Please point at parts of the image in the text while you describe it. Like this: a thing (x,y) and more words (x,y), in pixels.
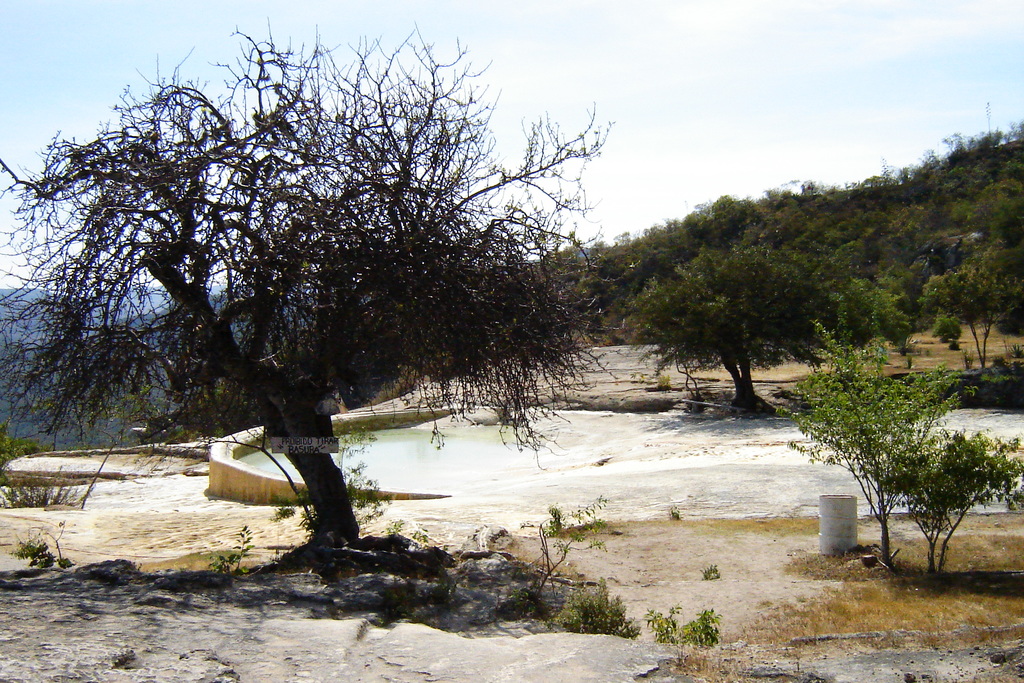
In this image, there are mountains (861,238) and rocky surface (474,641), there are some trees (972,487), there is a small water pond (379,459) and at the top (704,198) there is a sky (704,167).
